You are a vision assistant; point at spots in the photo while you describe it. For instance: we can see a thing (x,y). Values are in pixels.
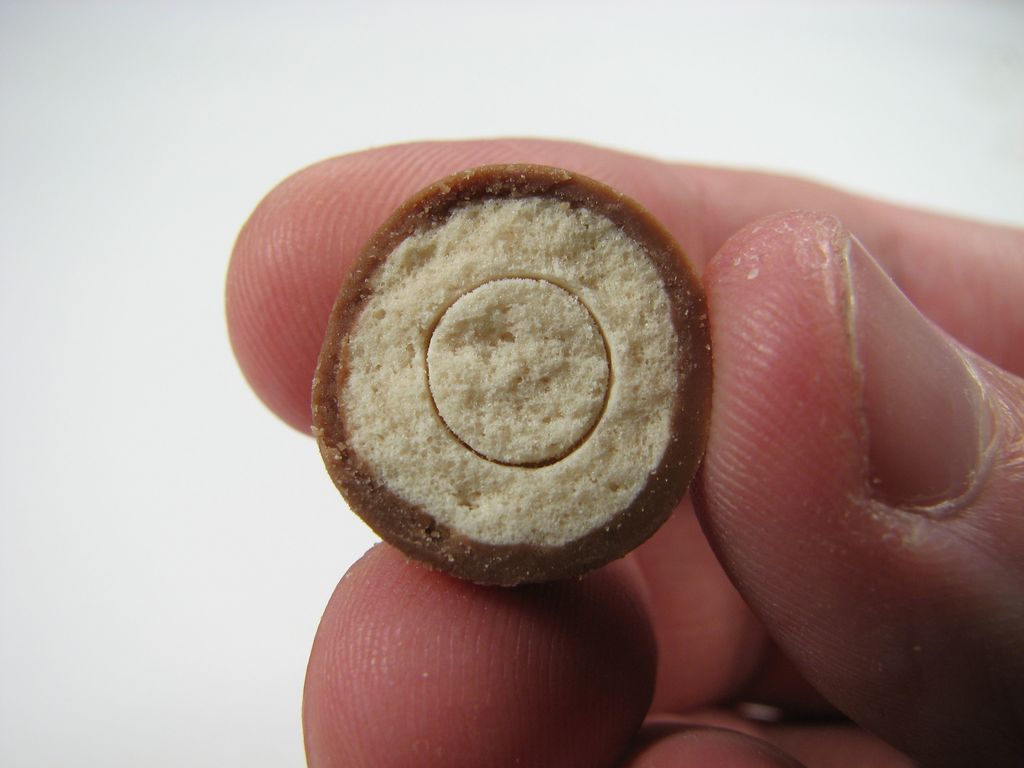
In this image we can see fingers (726,611) of a person (734,475) holding an object (370,451). There is a white background (188,723).
